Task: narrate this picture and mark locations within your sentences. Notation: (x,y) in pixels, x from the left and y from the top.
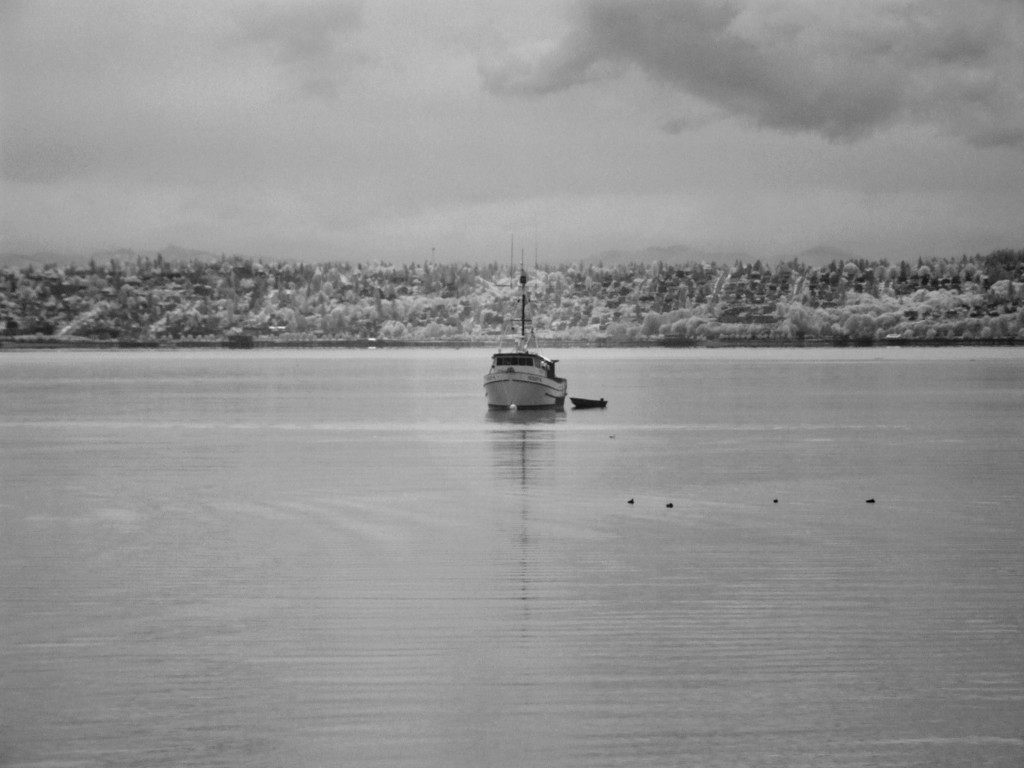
In this image in the front (484,536) there is water (534,528) and in the center (531,393) there is a ship (521,371) on the water (502,510). In the background (359,294) there are trees (624,279) and the sky (731,75) is cloudy.
